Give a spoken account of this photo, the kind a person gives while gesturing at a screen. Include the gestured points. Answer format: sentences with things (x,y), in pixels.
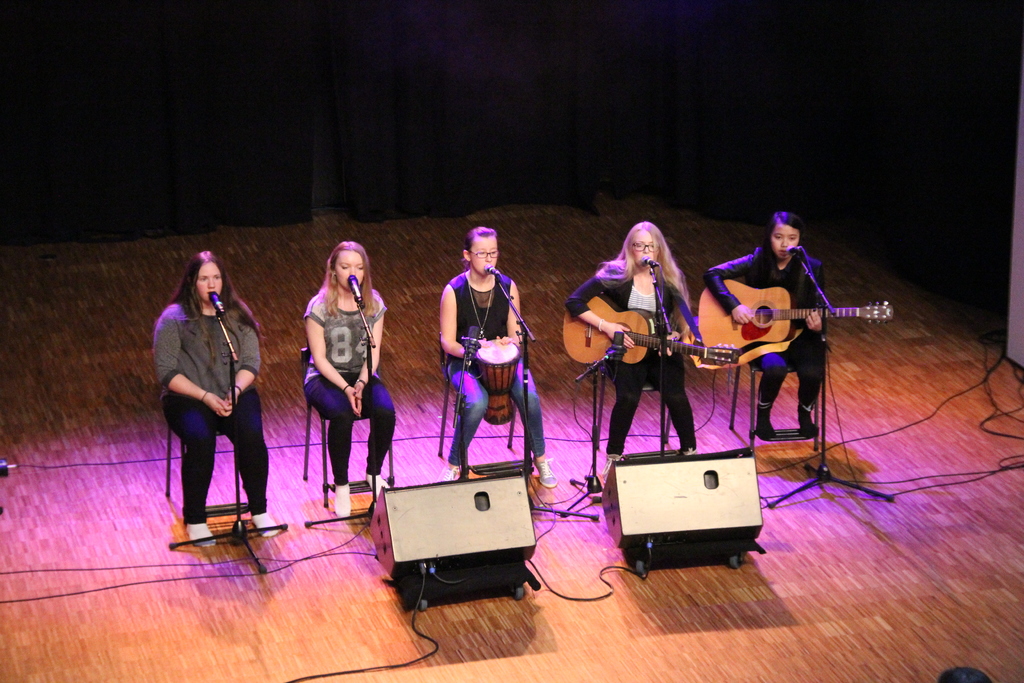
I can see in this image there are few women (331,412) are sitting on a chair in front of a microphone (821,287). On the right side (761,326) two women (648,356) are playing guitar (700,357) on the stage (372,631).
